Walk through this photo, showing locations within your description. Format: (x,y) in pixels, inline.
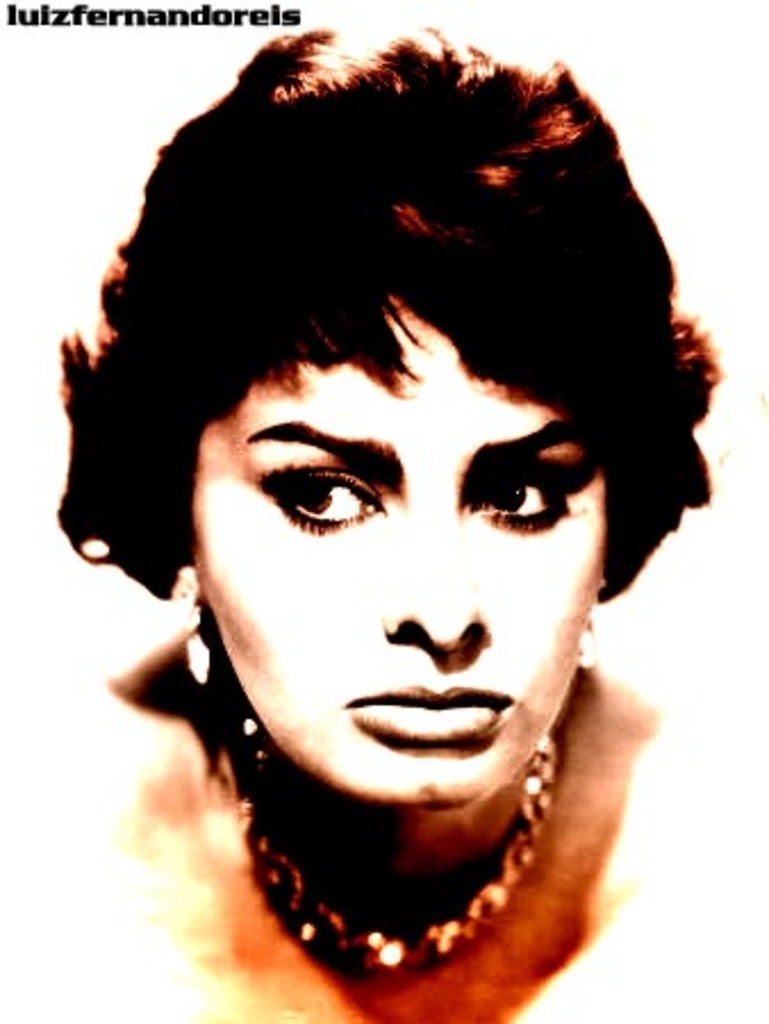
In this picture we can see text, women (616,386) wore ornaments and in the background (723,114) we can see white color.
